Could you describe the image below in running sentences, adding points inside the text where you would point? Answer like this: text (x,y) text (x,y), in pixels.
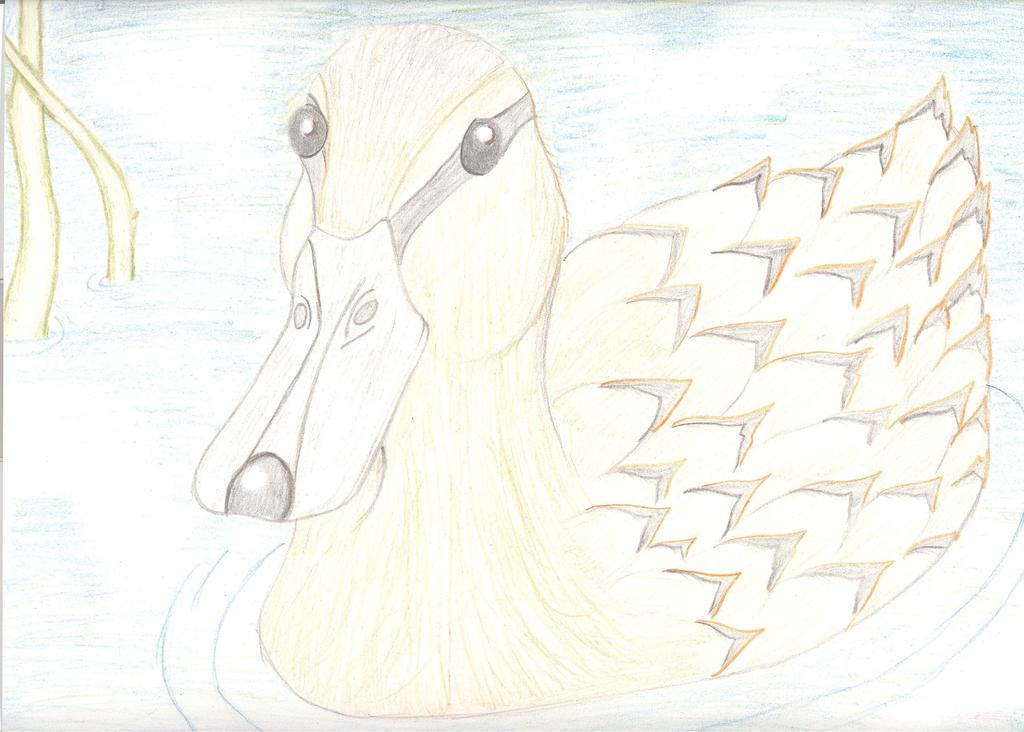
In the image there is an art (609,370) of a duck (445,417) swimming in the water (92,206).
